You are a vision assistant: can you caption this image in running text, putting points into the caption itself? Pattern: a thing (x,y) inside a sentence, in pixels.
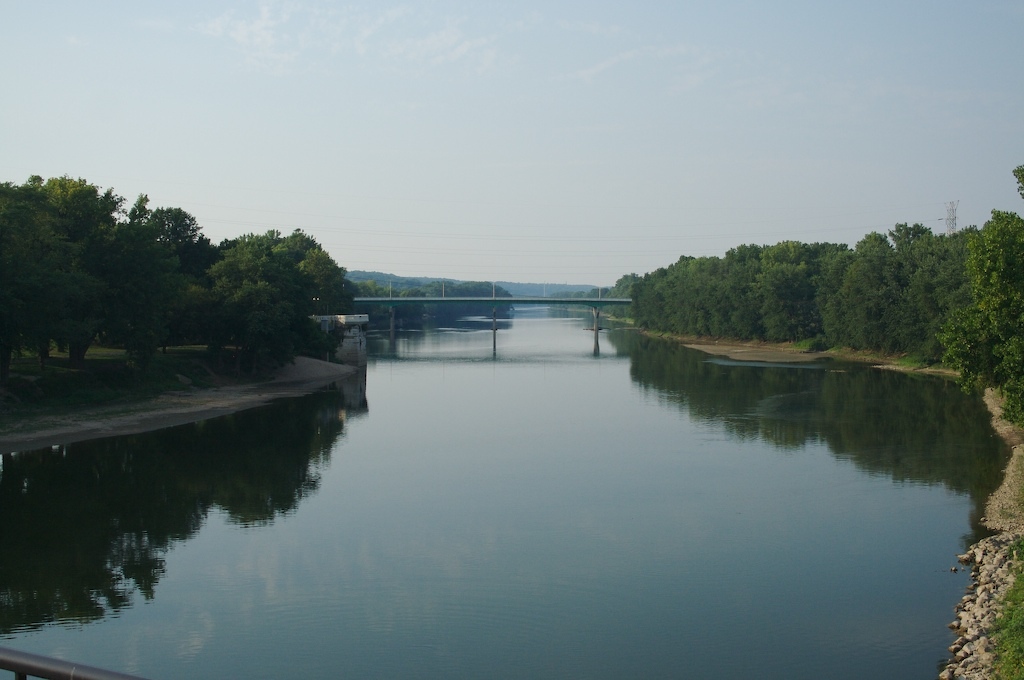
In this picture we can see a bridge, under this bridge (621,301) we can see water (564,383), here we can see a shed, trees (874,323) and in the background (859,184) we can see poles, mountains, sky (868,193).
